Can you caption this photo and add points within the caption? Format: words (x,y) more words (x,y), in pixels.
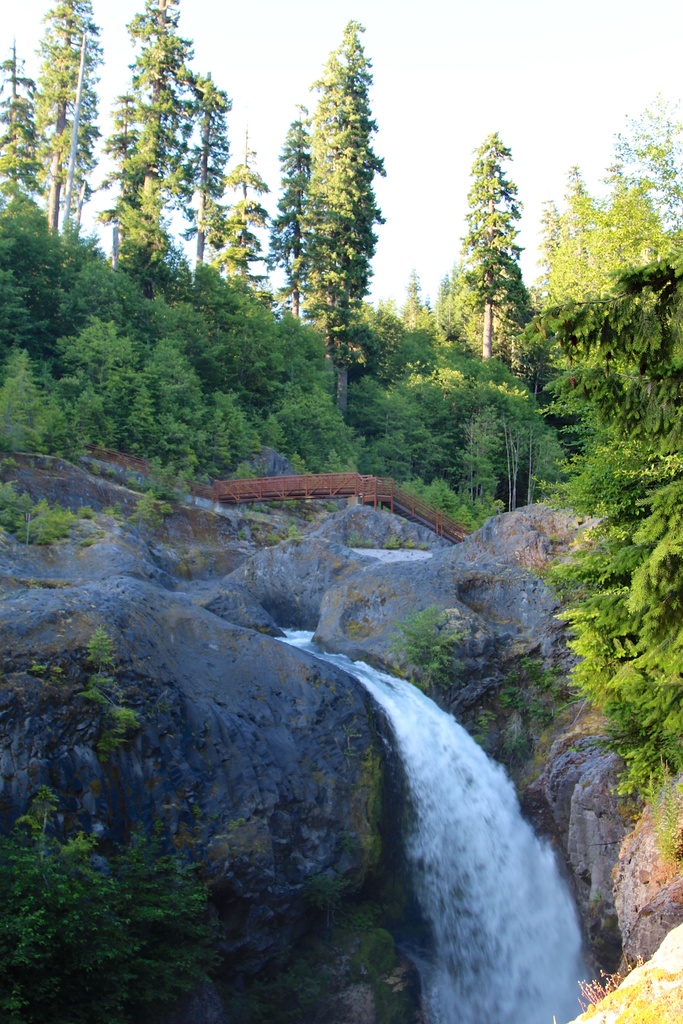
In the center of the image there is waterfall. There are stones (496,628). In the background of the image (363,364) there are trees (395,351). At the top of the image (509,81) there is sky (492,88).
